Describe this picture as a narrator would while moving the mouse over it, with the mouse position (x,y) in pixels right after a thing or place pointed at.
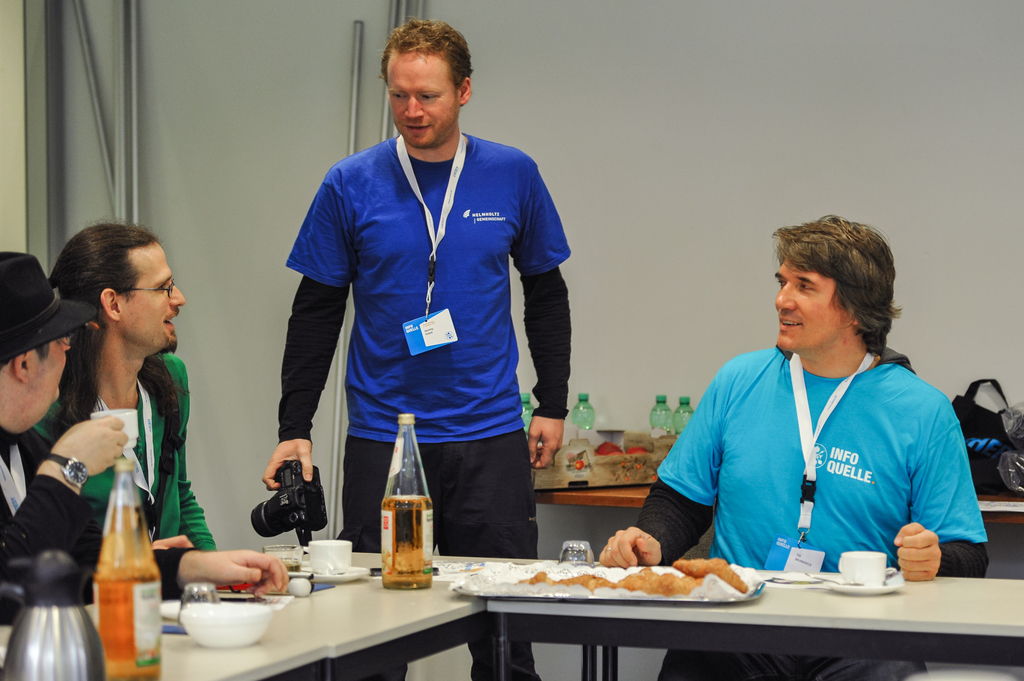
This is a picture taken in a room (502,394), there are a group of people (23,387) sitting on a chair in front of the people (858,514) there is a table (197,670) on the table (282,669) there is a bottle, bowl (260,631), cup (342,567) and food items (696,584). The man (466,325) in blue t shirt (463,273) holding a camera (310,497). Background of this people (450,388) is a wall (756,162).
